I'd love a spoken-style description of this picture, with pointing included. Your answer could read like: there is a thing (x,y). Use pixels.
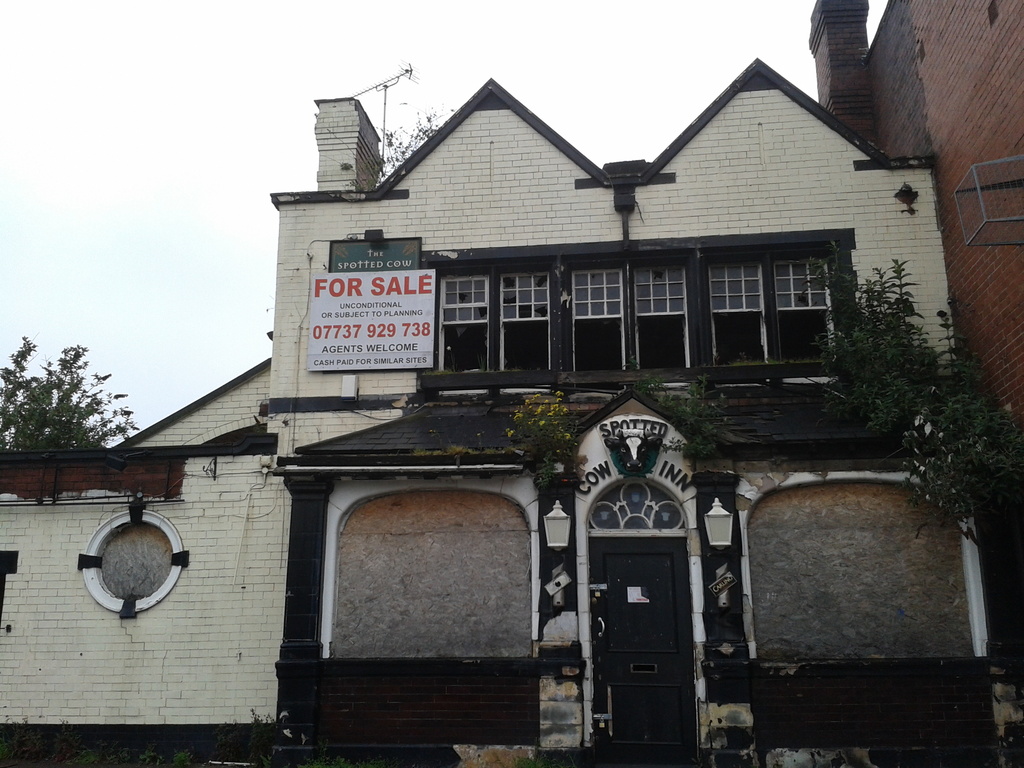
There is a building (530,291) with windows (651,314) and a door (678,616). On the building (469,420) there are some plants (973,468) and a board (425,313). On the board (379,316) something is written. In the background (395,22) there is sky (588,61).
